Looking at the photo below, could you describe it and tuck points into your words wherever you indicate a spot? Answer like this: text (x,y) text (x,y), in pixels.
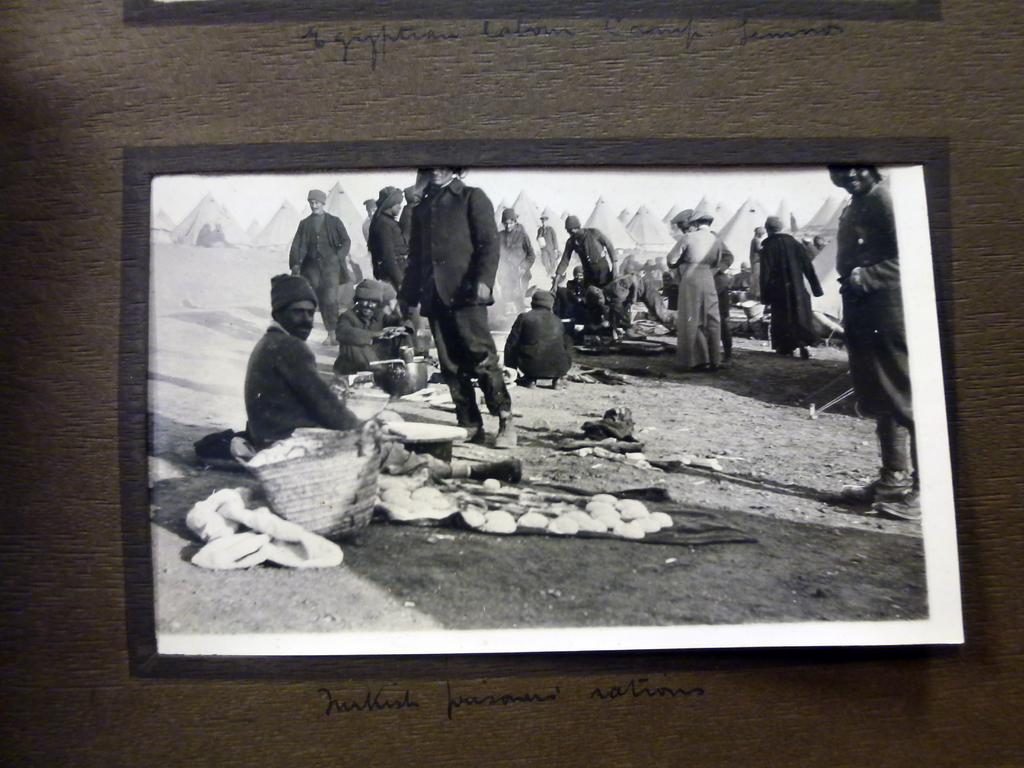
We can see frame (431,147) and some text (537,689) on a wall (384,104), in this photo we can see people (308,380), basket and some objects (303,550).
